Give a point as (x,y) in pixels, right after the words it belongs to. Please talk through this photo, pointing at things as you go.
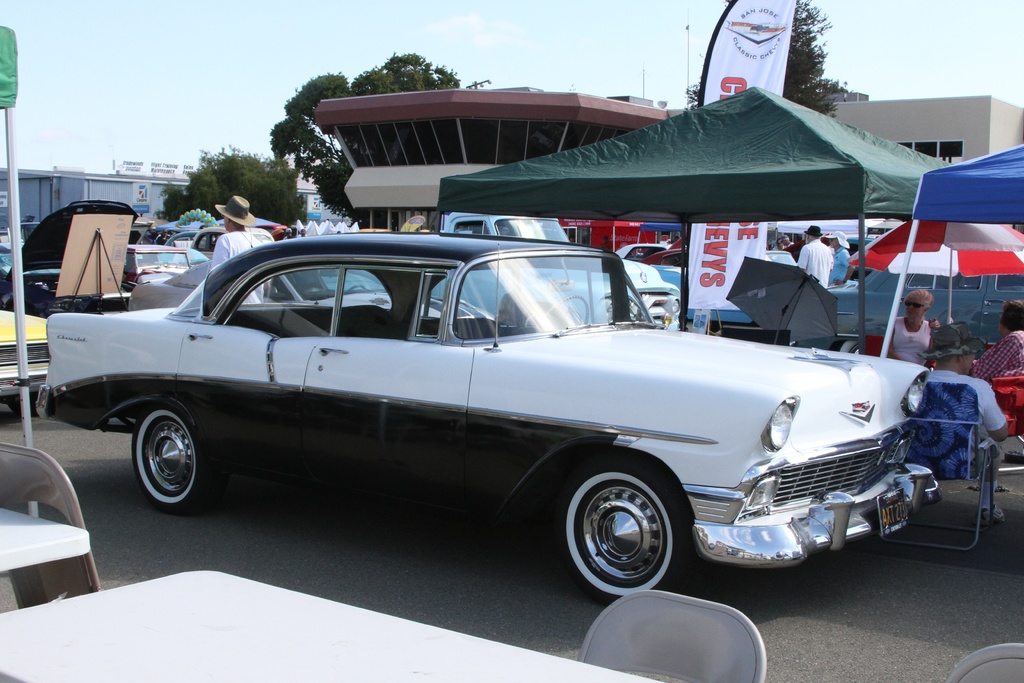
In this picture we can see vehicles (721,509) on the road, tables (34,531), buildings (53,191), trees (195,175), banners (770,32), tents (637,170) and a group of people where some are sitting on chairs (936,425) and some are standing and in the background (187,47) we can see the sky (595,1) with clouds (470,36).
